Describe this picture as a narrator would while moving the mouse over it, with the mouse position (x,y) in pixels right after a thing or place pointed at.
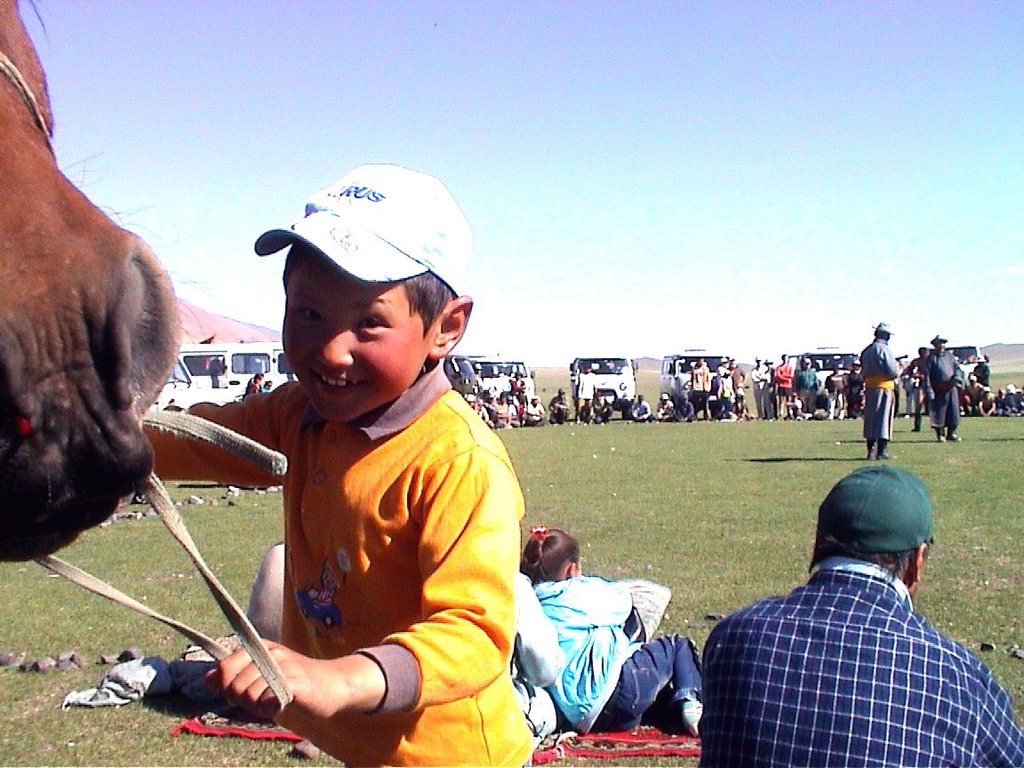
This image consists of many people (941,755). On the left (111,405), there is a horse (23,514). Beside that there is a boy (453,588) wearing a yellow shirt (367,563) is standing. At the bottom (885,590), there are few persons (712,688) sitting. And there's grass (660,538) on the ground (578,518). In the background (457,363), there are many cars (618,382) and people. At the top (632,156), there is sky (632,181).
